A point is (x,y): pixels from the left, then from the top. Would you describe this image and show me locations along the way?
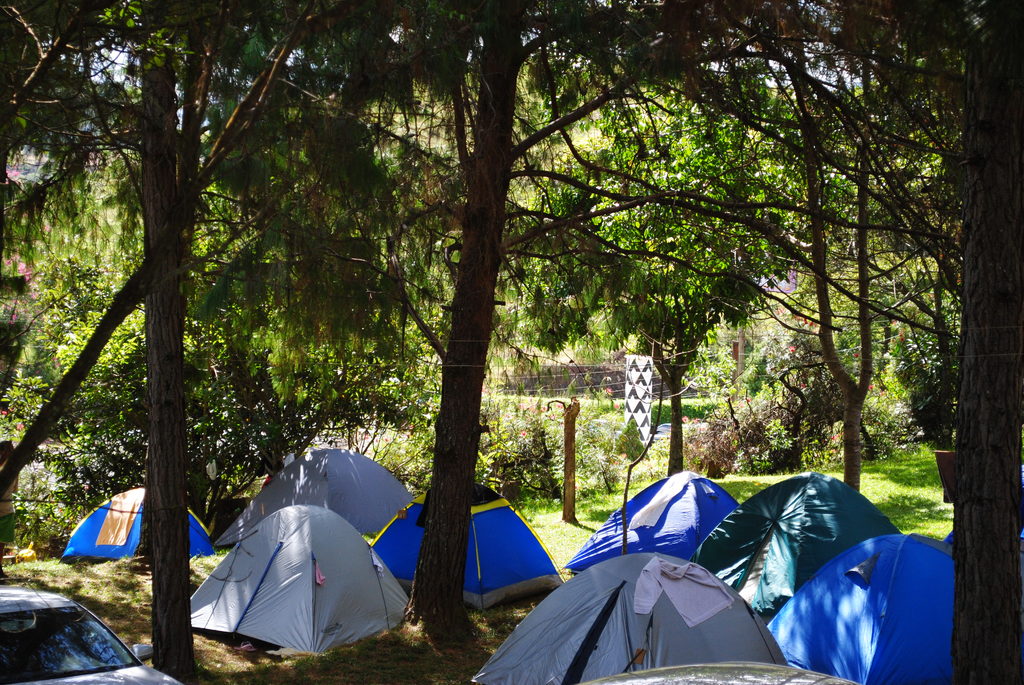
In this picture I can see few tents (557,645) and I can see a car (29,655) and few trees (591,337) and looks like a building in the back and I can see sky (837,63).
